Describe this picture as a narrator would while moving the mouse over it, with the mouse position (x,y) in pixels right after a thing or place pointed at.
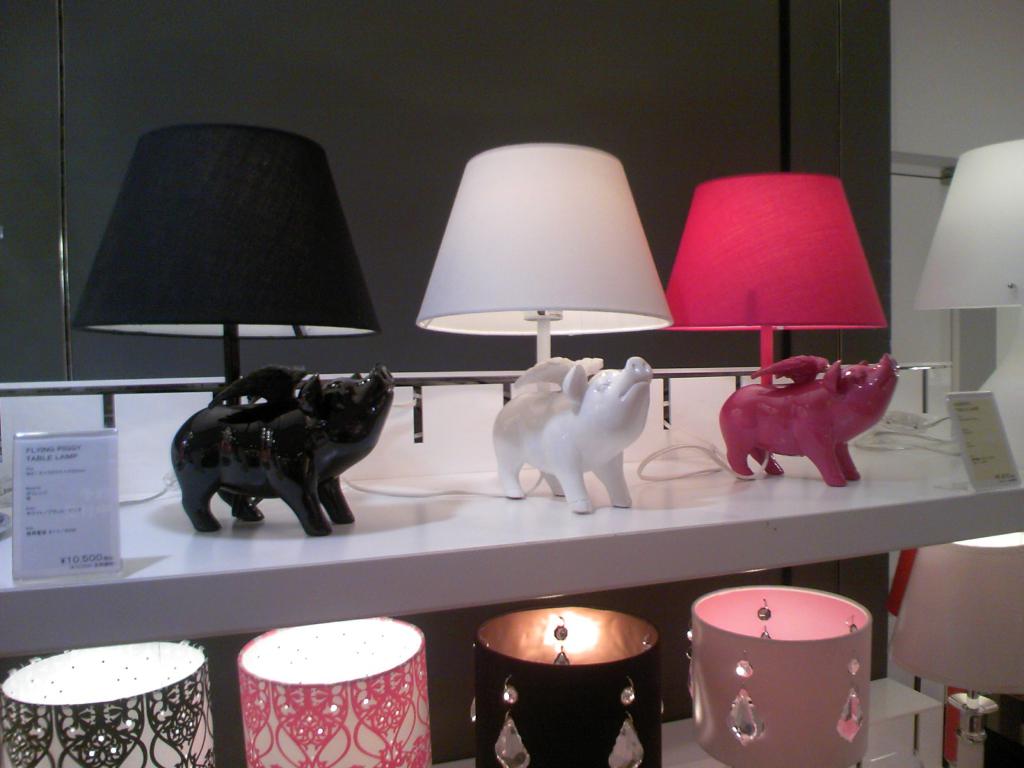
Here we can see lamps (1017,606), tags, and toys (622,378) on the rack (562,590).
